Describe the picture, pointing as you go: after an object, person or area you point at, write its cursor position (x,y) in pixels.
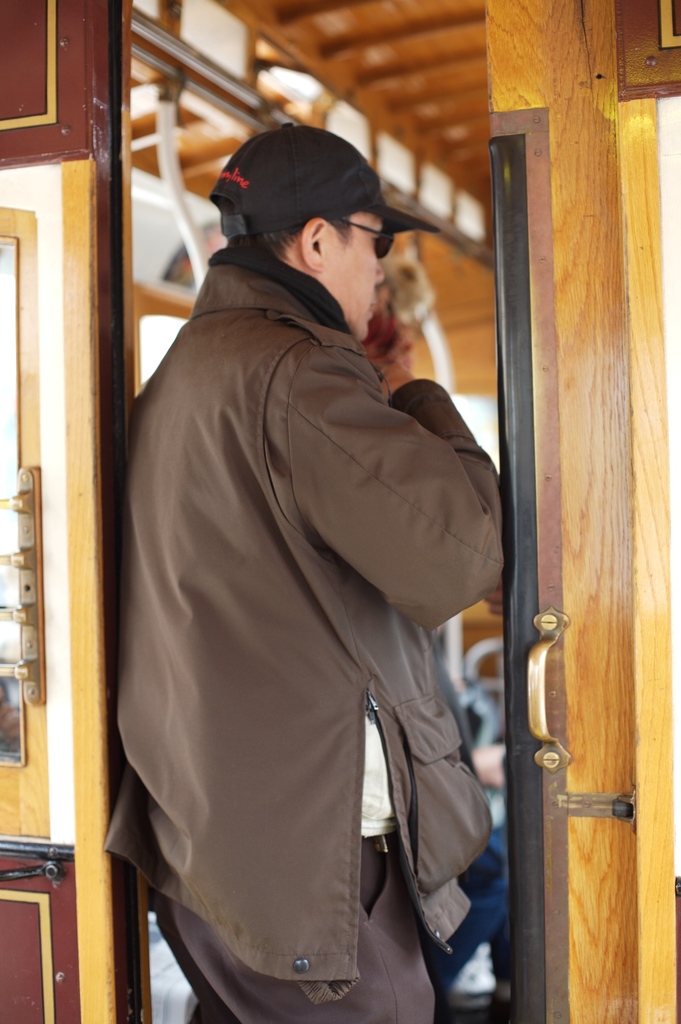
In this image we can see a person (319,340) wearing goggles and a cap (274,195). Near to him there is a door (604,733) with a handle (530,691). In the background (303,69) it is blur.
